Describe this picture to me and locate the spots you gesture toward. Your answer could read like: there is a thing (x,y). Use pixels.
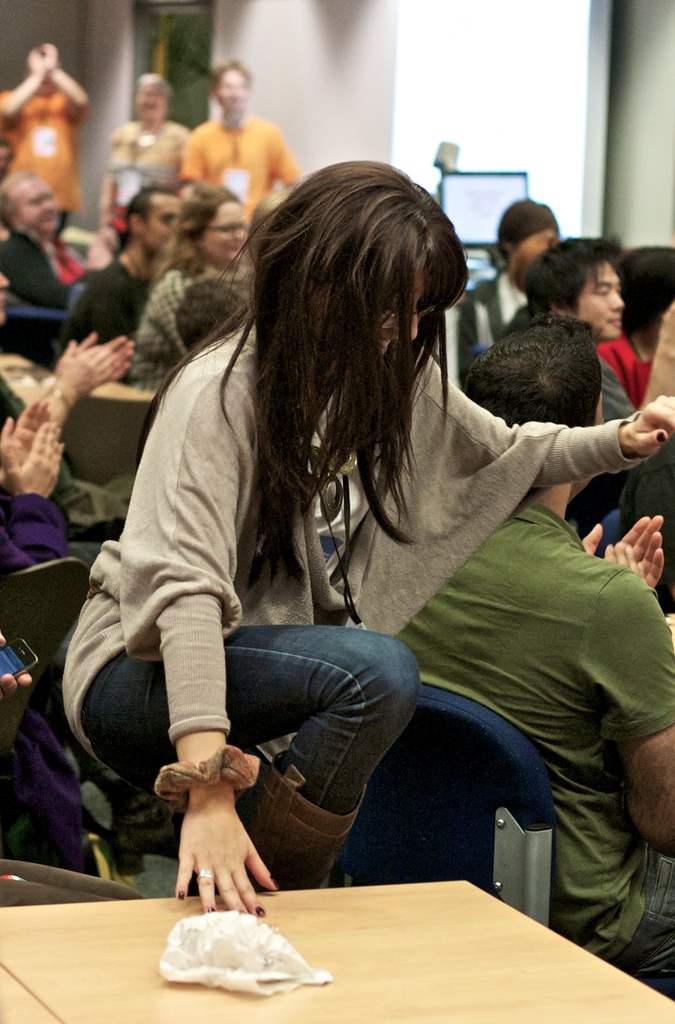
Most of the persons (623,356) sitting on a chair (26,348). Front this woman (305,342) is standing and kept her leg (346,704) on chair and hand (230,895) on table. Far this 3 persons (208,146) are standing. This is a monitor (496,204) with screen (470,193). On table (463,890) there is a paper (229,953).
